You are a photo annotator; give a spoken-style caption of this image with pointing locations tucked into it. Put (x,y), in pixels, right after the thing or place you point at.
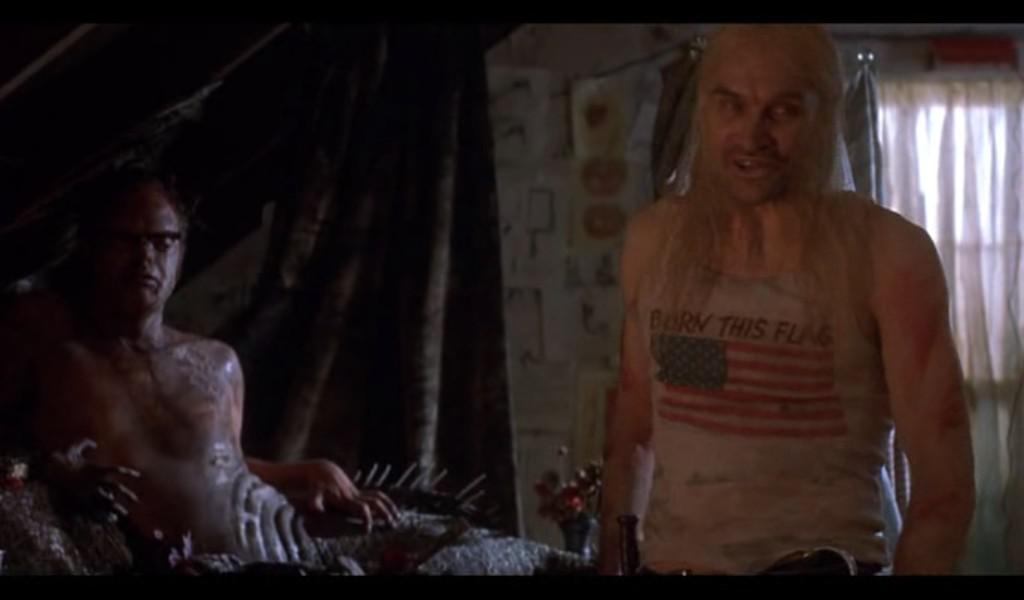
In the center of the image (658,313) we can see two persons (752,520). In the background (586,320) there is a wall (604,313), curtain (980,239) and a few other objects (589,173). And we can see the black colored border (456,8) at the top (618,10) and bottom of the image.
